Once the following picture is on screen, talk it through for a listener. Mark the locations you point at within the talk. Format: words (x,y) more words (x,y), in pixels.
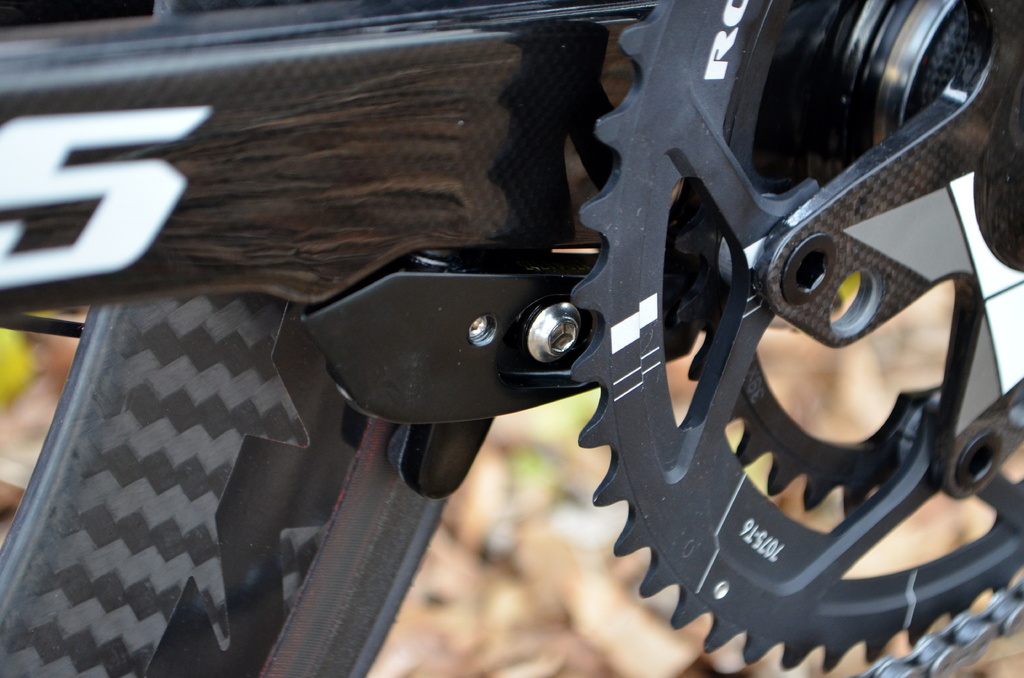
In this image there is a bicycle (588,375) having a metal wheel (1019,540) which is having a chain (933,643). Background (471,614) there is land (479,524).
